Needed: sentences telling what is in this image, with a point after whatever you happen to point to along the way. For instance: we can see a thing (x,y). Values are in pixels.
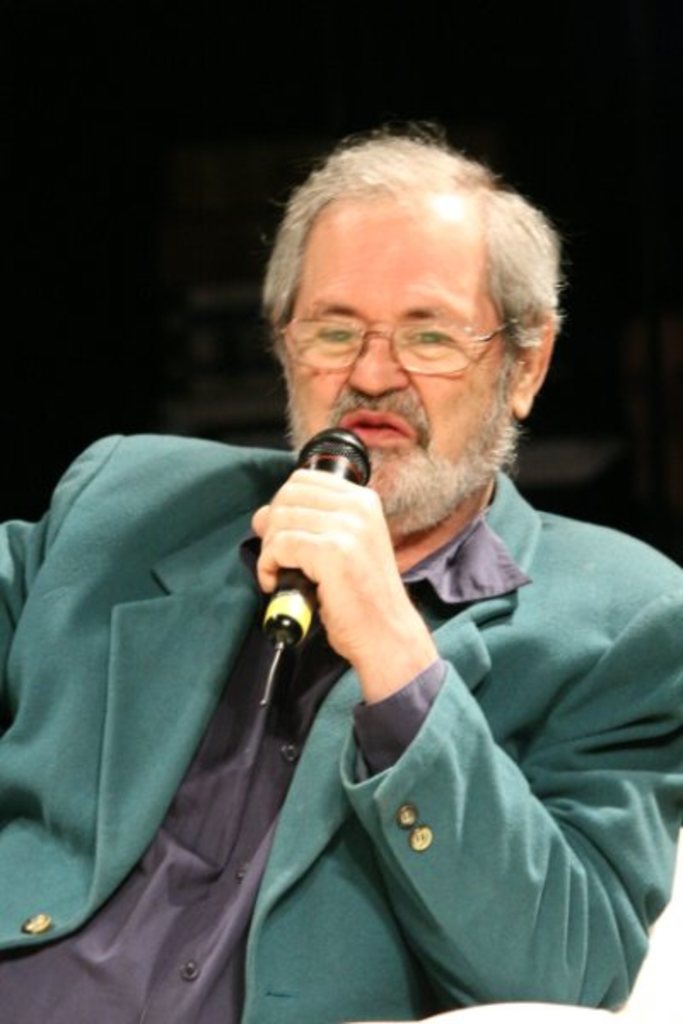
In the middle of the image (315,350) a man (382,317) is holding a microphone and talking.
